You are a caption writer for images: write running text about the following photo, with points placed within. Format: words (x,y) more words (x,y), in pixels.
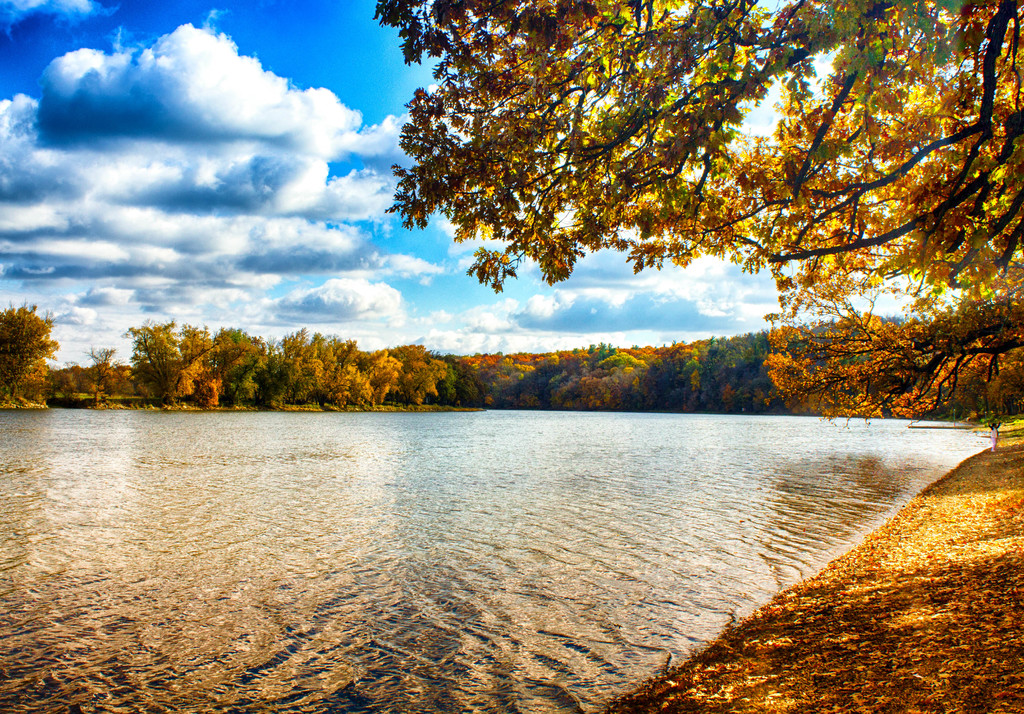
In this image there are trees (1023,345) and we can see water (487,483). In the background (392,328) there is sky (346,244).
